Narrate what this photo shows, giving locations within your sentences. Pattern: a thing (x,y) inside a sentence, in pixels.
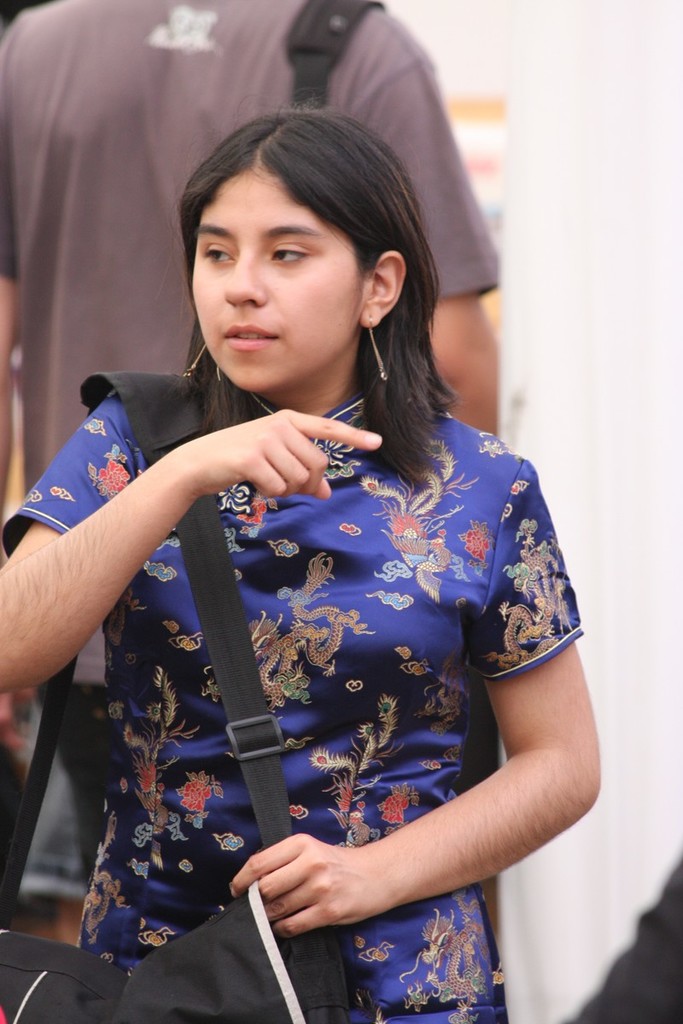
In the foreground of this picture (270,368) we can see a woman (419,665) wearing blue color dress (359,544), black color sling bag (173,390) and seems to be standing. In the background (412,109) we can see a person (120,52) seems to be wearing t-shirt (248,87) and we can see a white color object (597,378) seems to be the curtain (567,391) and we can see some other objects (490,220).
